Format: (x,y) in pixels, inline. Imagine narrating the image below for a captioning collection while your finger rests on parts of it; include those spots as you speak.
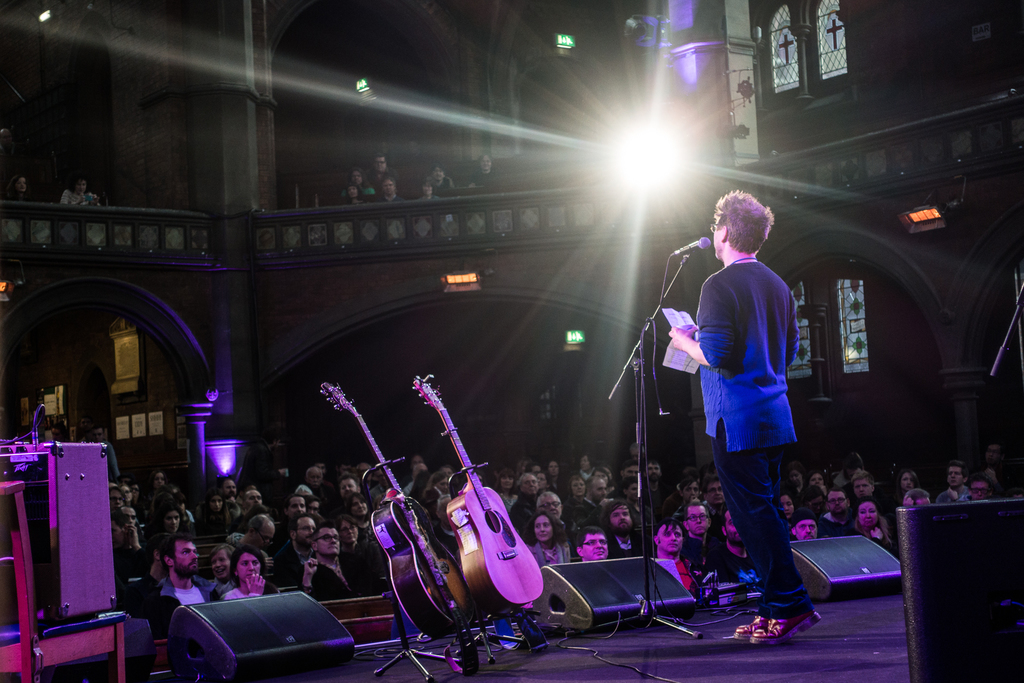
A person (700,336) is standing and holding a paper (680,317). In front of her there is a mic (703,239) and mic stand (642,409). On the stage (561,682) there are two guitars (461,586) placed on the stands (486,636). There are speakers (849,573). Also there are many persons (528,496) sitting. In the back (377,239) there is a building (455,181), pillars (718,57) and light (629,166) is over there. There is a chair (28,582) on the left corner (47,632).
